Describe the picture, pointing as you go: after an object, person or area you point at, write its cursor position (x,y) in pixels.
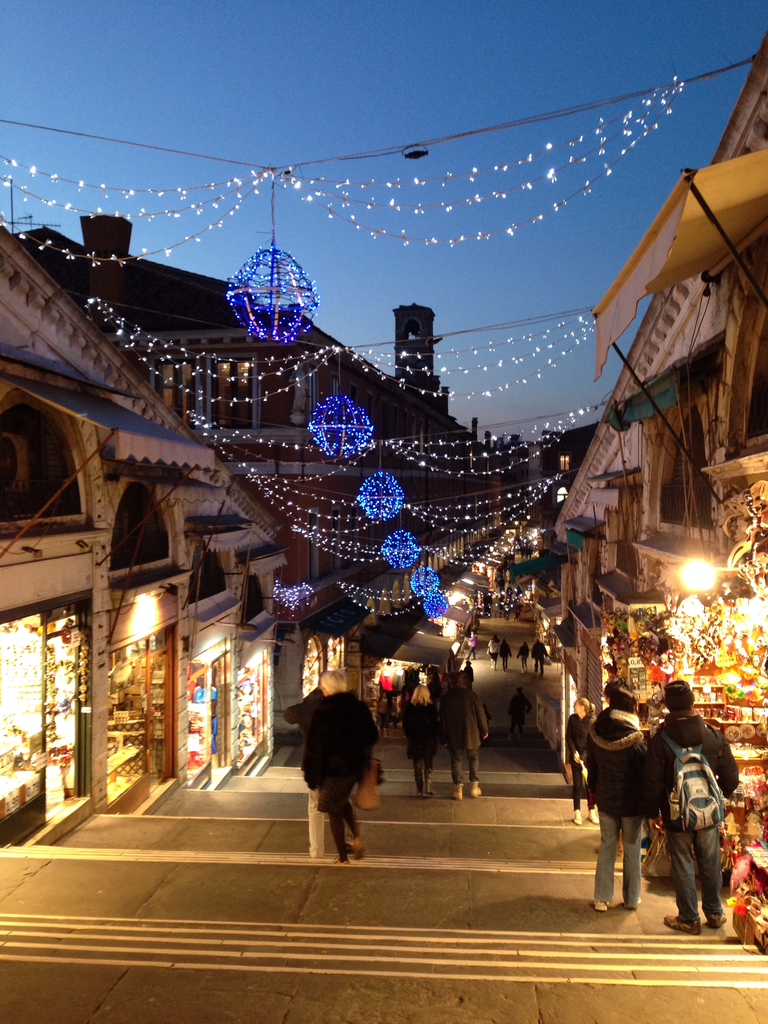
In this picture we can see a few people (681,822) on the stairs (505,759) and some people (495,652) at the back (497,662). There are some decorative lights (275,327) and wires (344,347) are visible on top (253,323). We can see the buildings (717,412) in the background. Sky (360,140) is blue in color.
